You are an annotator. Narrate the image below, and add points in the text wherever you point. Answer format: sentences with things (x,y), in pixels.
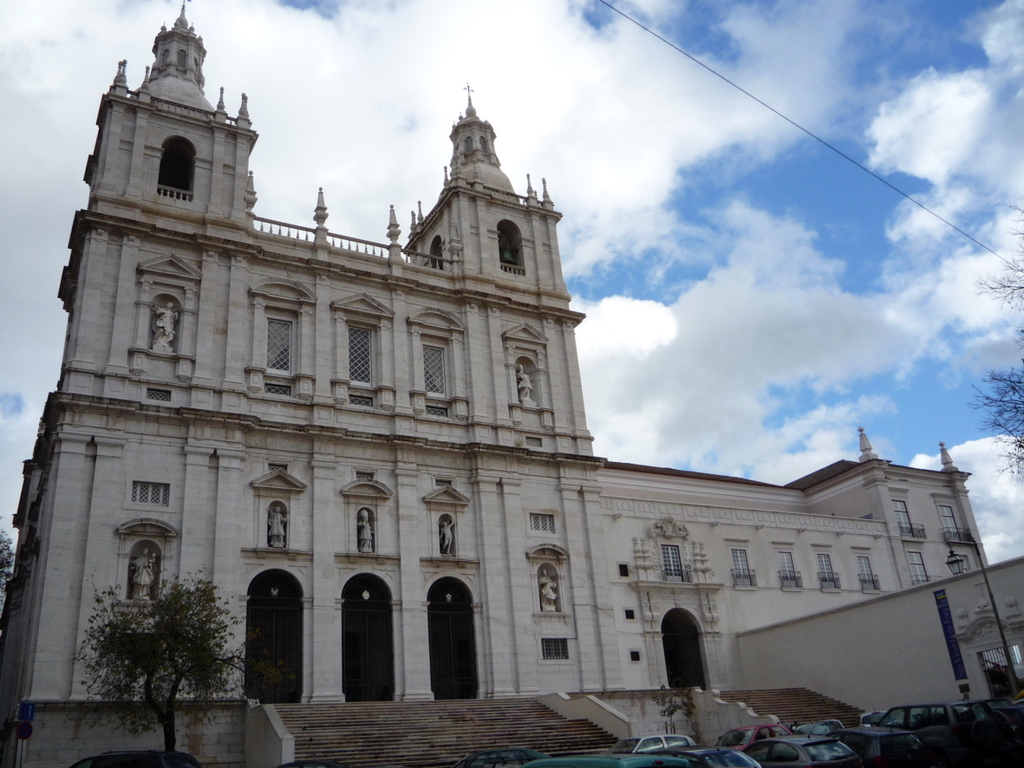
In this image at the bottom (858,708) we can see vehicles (885,742), poles (998,623), trees (188,689) and steps (572,747) and in the background (301,517) there is a building (268,455), windows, doors (265,637) and clouds (589,159) in the sky (536,157).
